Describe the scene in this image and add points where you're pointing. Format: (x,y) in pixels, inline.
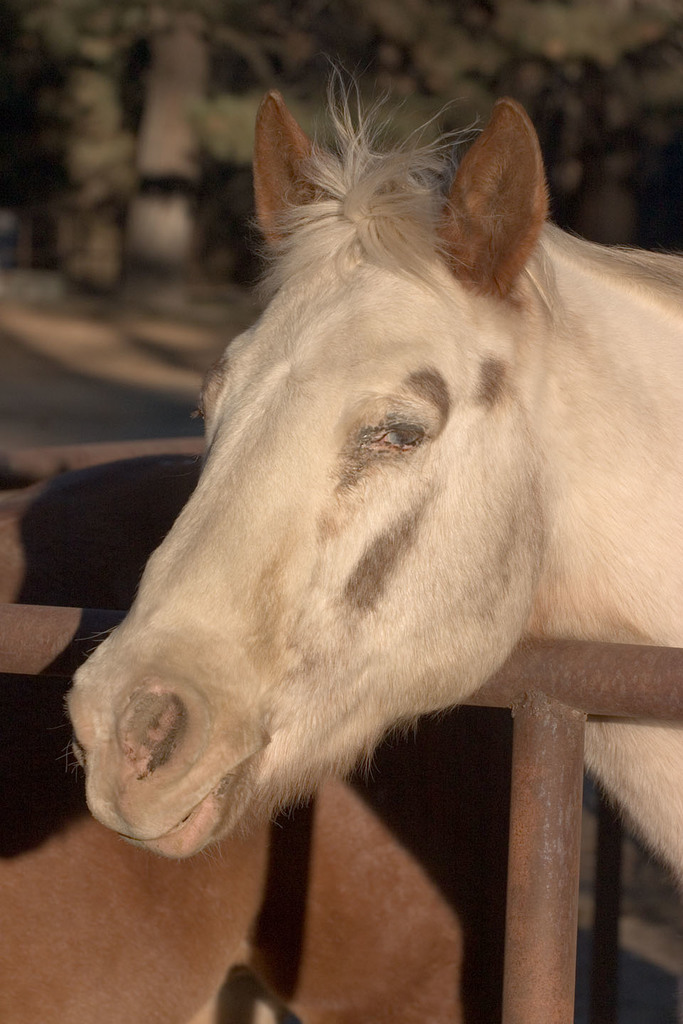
In this image we can see face (337,539) of a horse (351,527) which is white in color standing behind the fencing (543,808) and the background (45,344) image is blur.
